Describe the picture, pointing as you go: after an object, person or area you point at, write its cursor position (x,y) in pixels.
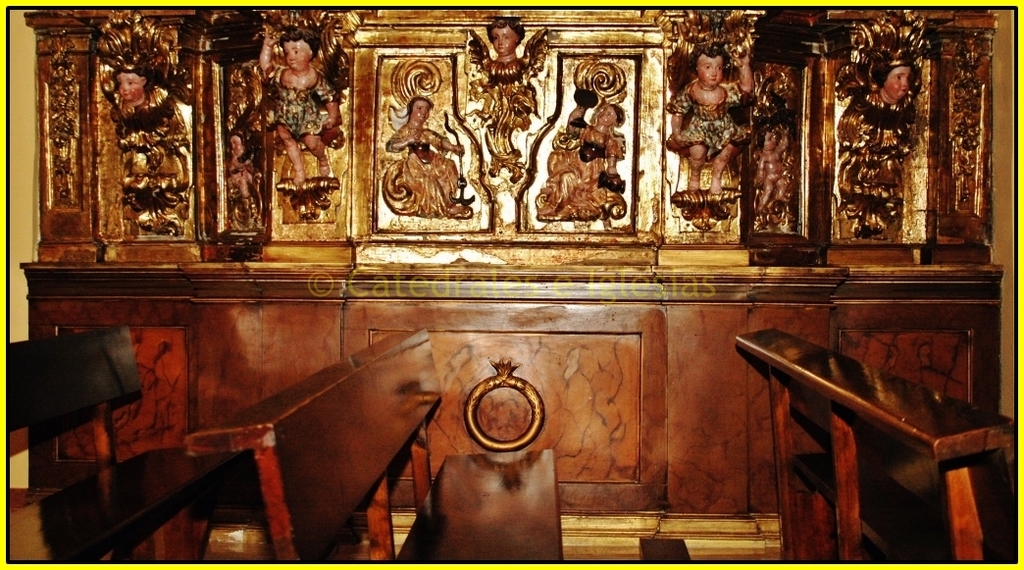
In the background of the image (331,36) there are sculptures (163,56) on the wall (924,244). At the bottom of the image (891,403) there are benches (73,374).
